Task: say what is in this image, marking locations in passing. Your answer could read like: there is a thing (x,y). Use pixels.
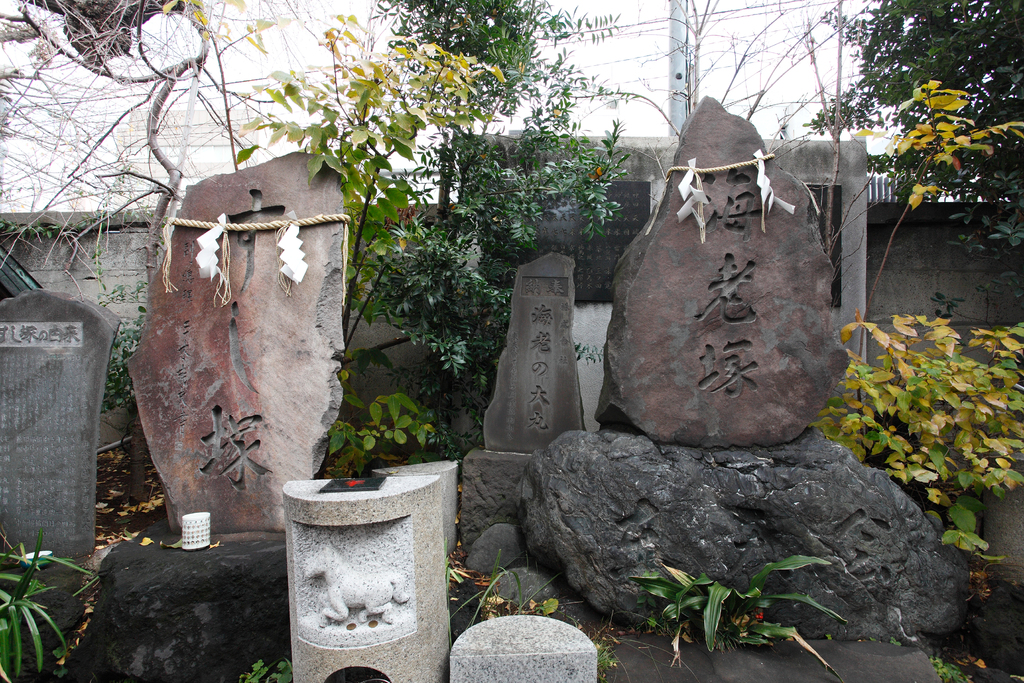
Here in this picture we can see some grave stones (283,351) present on the ground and we can also see some plants (925,477) and trees (371,177) present and we can see the sky (616,48) is cloudy and we can also see an electric pole (677,106) present.
